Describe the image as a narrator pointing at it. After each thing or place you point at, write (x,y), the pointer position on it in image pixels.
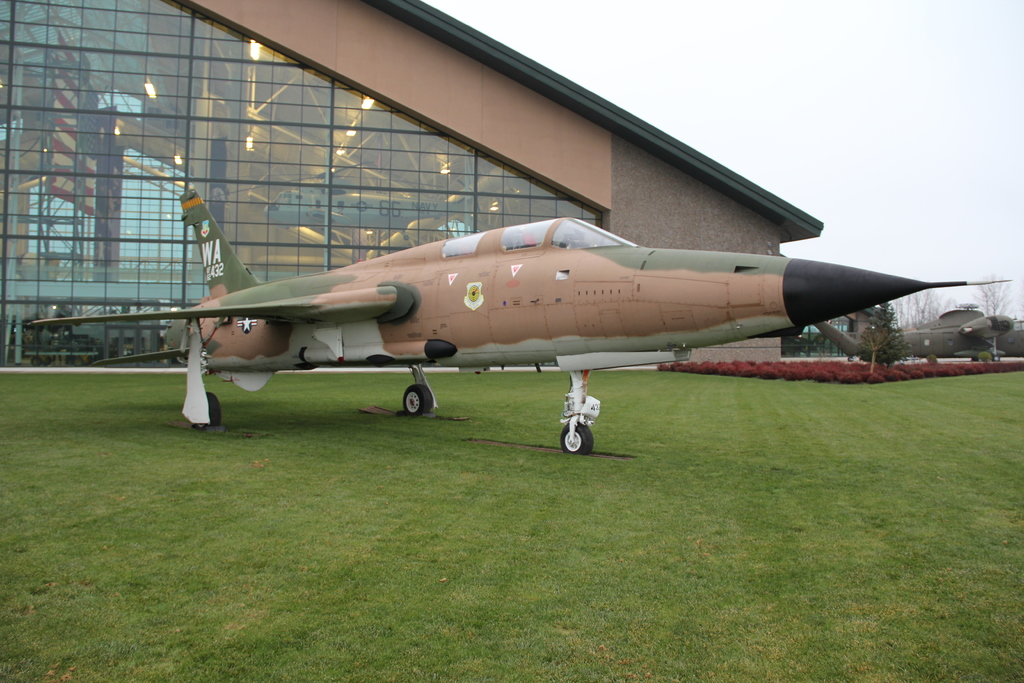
This picture shows a fighter jet plane (820,309), a helicopter (953,341) and trees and a building (664,204) and from the glasses (246,197) of the building (422,230) we see a plane (462,197) and a flag (59,166) and we see a cloudy sky (955,89) and grass (765,571) on the ground (709,645).
